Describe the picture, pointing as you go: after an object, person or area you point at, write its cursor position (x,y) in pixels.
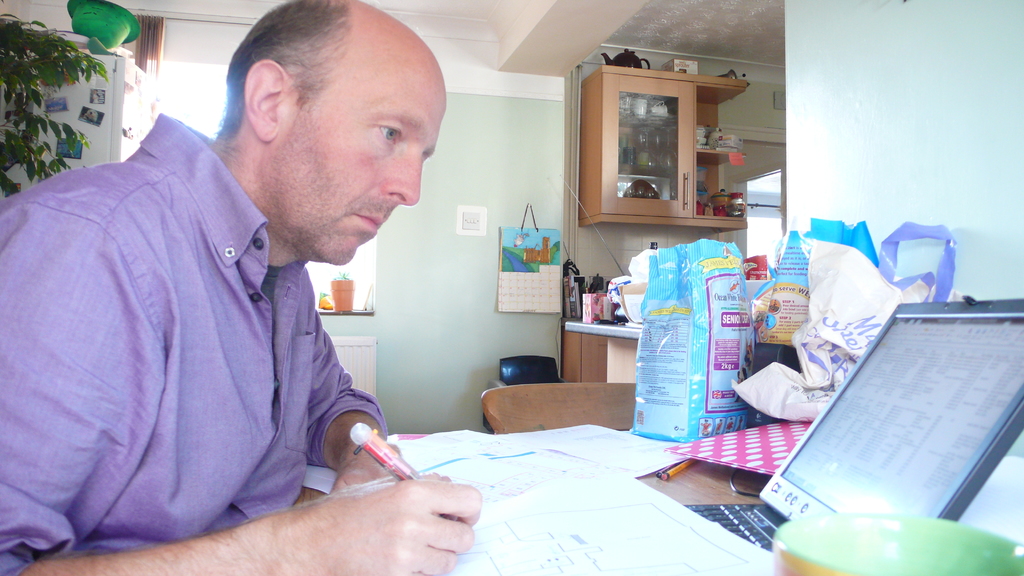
In the bottom right corner of the image (858,425) we can see a table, on the table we can see some papers (757,574), boxes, bags (910,295), laptop (749,541) and pens (684,463). In the bottom left corner of the image (260,470) a man (261,200) is sitting and holding a pen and writing. Behind them we can see a wall (753,75) and plant (62,61), on the wall (491,352) we can see some cupboards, calendar (514,266) and plants (339,296). At the top of the image (784,21) we can see ceiling (769,37). In the cupboard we can see some products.
